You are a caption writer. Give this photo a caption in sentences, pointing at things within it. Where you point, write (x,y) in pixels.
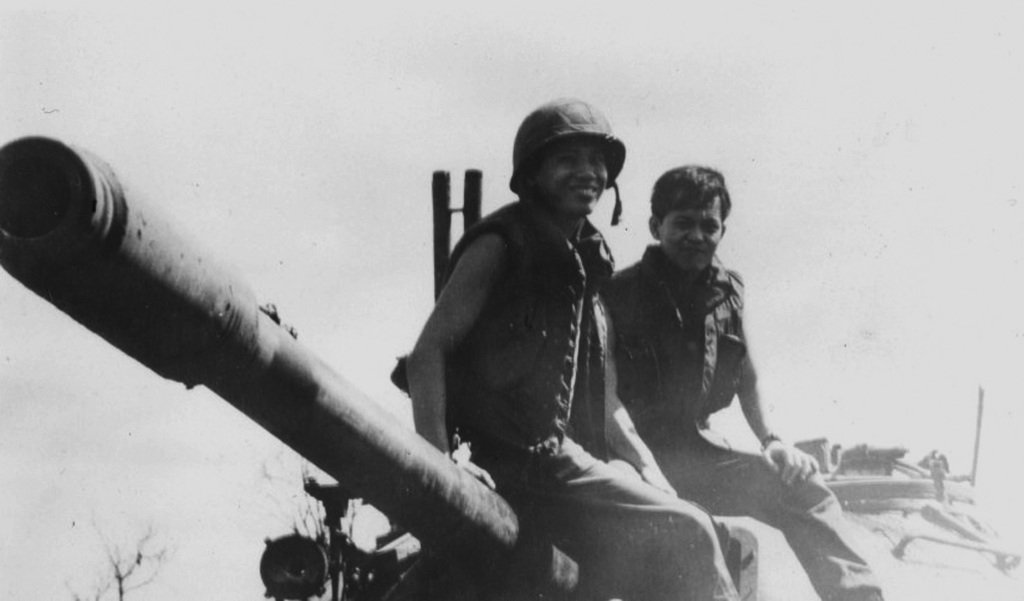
This is a black and white picture. I can see two persons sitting on the battle tank (338,461), there are trees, and in the background (414,37) there is the sky (143,134).
